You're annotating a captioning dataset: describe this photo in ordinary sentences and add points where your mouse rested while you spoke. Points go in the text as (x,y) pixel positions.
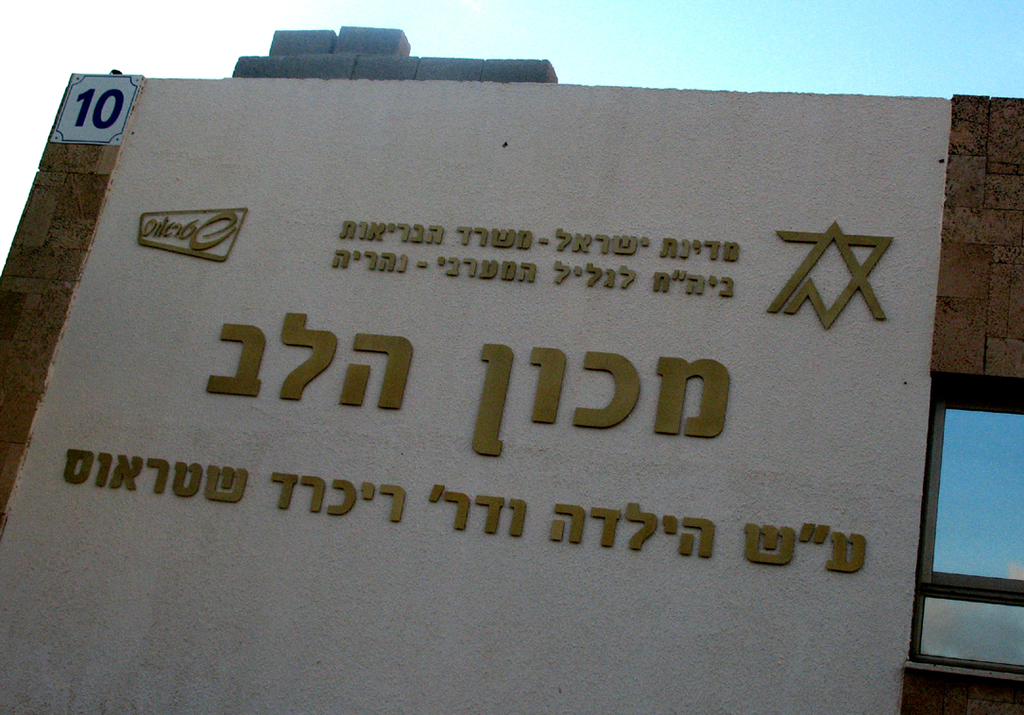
In the picture we can see a board (552,674) with some information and beside it, we can see a window (947,531) which is blue in color and behind the board (432,112) we can see the sky (722,62).
